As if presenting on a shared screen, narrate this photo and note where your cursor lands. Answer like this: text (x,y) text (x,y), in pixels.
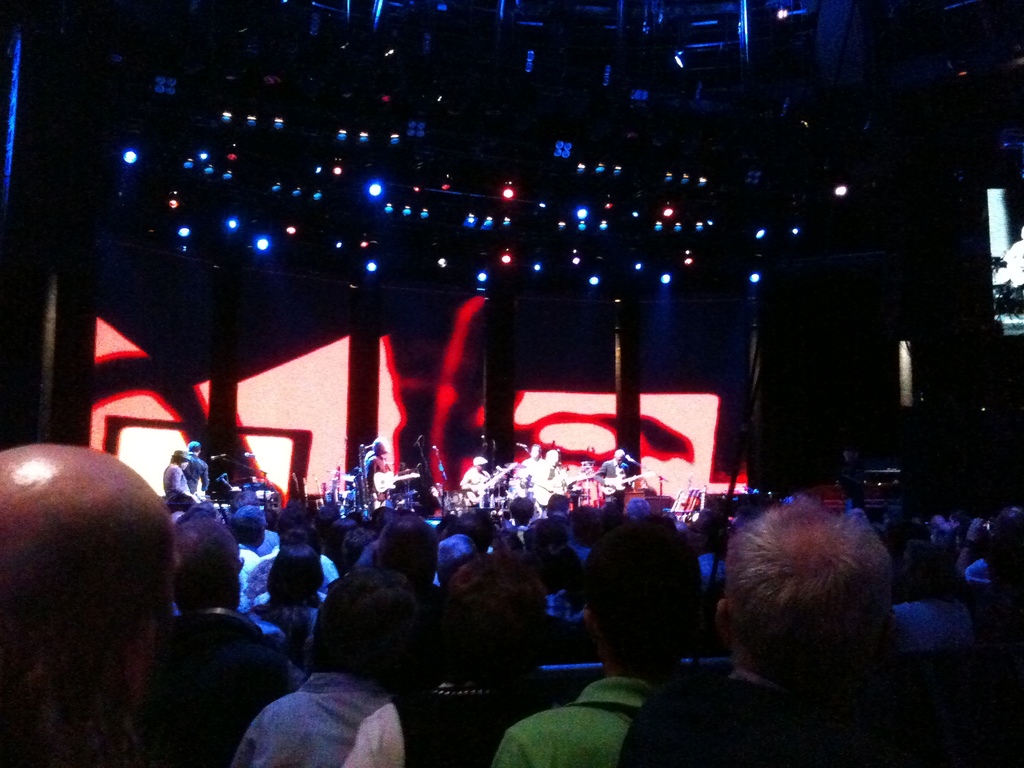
In this image we can see few people (486,604), among them some people (481,469) are playing the musical instruments (413,475) on the stage (460,476), there are some mics (444,467), chairs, lights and poles (615,349).
